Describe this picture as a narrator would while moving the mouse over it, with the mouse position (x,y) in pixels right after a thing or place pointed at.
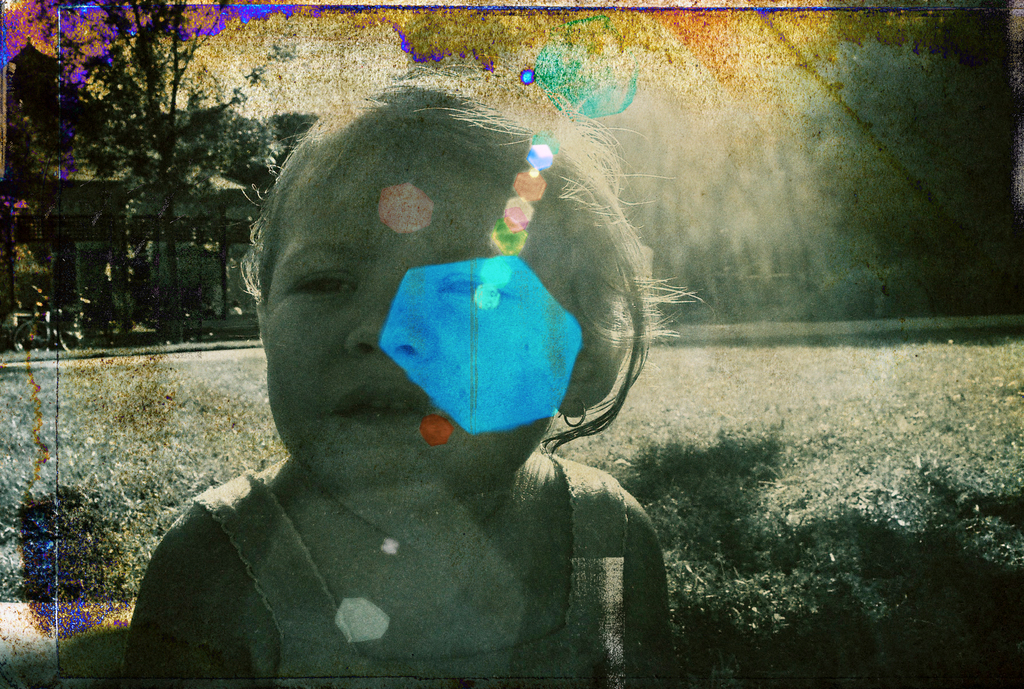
As we can see in the image there is grass (736,407), a child (376,407) standing in the front (430,500) and in the background (143,107) there are trees (160,100).
